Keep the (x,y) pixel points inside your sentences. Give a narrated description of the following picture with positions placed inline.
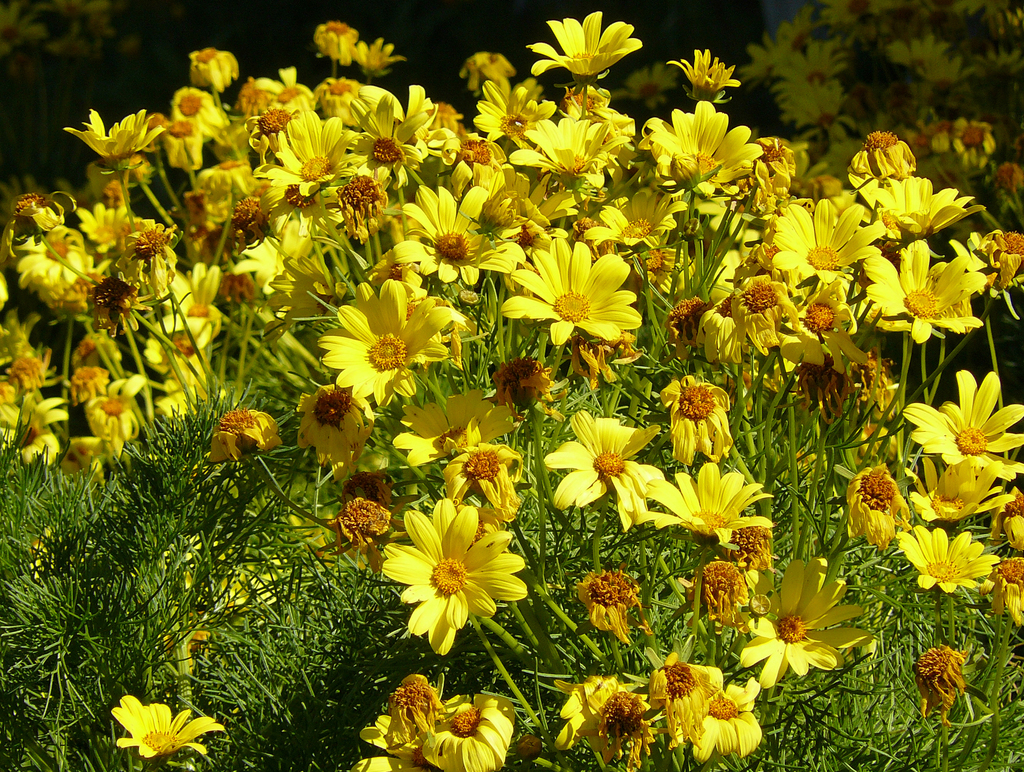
In this picture we can see the flowers (435,343) and the plants (200,461). In the background (301,1) we can see some other items (907,66).
